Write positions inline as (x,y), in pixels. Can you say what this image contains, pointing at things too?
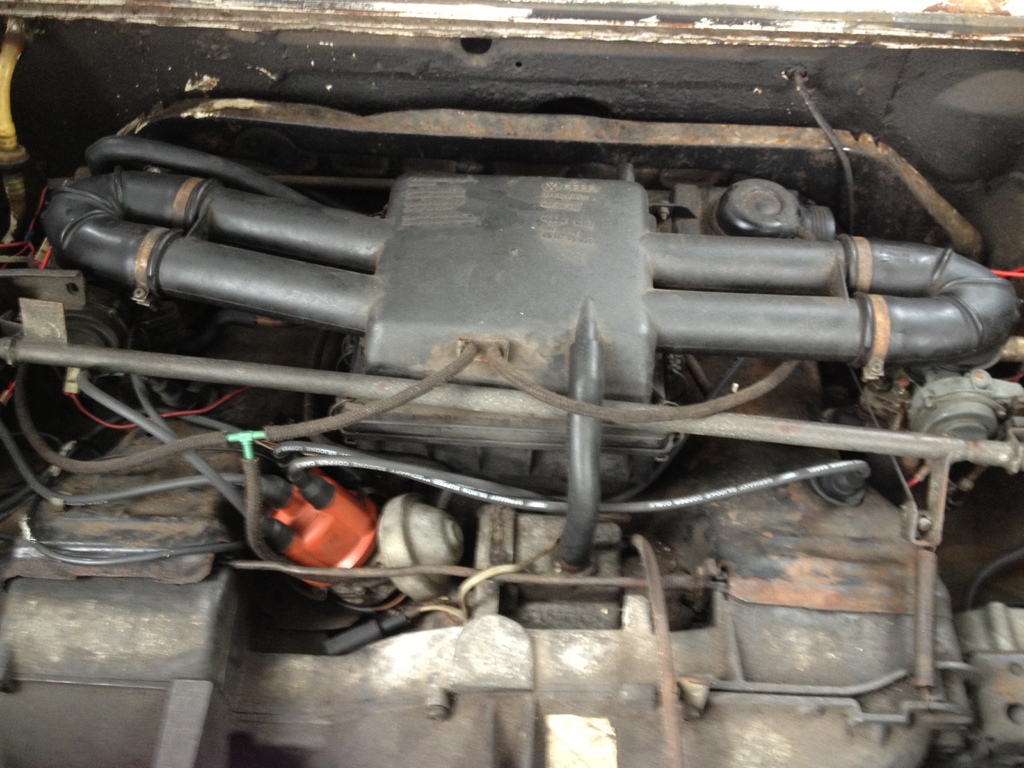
In this image we can see the machine parts (420,605) of car (575,288).
